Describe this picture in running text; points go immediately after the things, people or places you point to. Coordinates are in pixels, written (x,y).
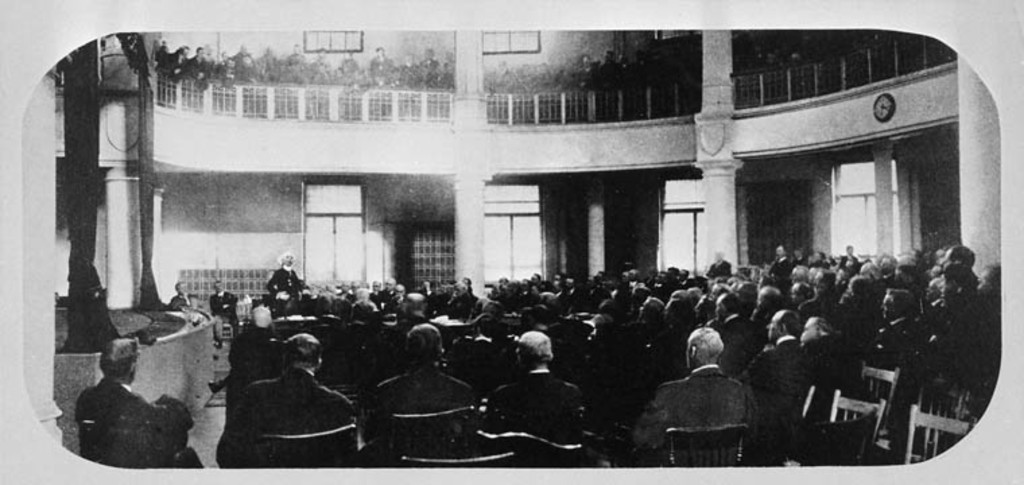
Here in this picture we can see an auditorium (271,314) full of people (792,364) sitting on chairs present over there and we can see one person (282,268) standing and speaking something to all of them and on the left side (147,140) we can see curtains (102,172) present on the stage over there and at the top (228,78) also we can see people (313,60) sitting all over there, we can see windows (348,213) present in the building (534,229) over there.
